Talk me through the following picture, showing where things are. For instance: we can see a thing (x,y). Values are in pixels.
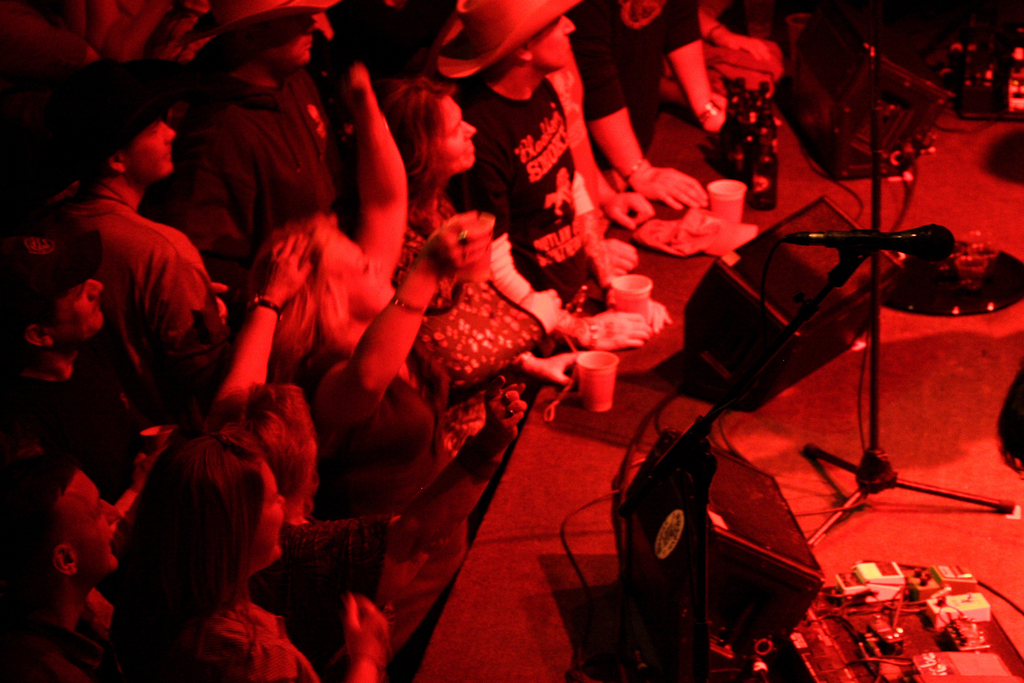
In this picture I can see many persons (488,175) who are standing near to the stage (970,539). On the right (998,512) I can see the speakers (720,608), mic stand (845,255), mic (851,239), cables (1003,596), glass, bags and other objects (955,620) on the stage (998,488).
